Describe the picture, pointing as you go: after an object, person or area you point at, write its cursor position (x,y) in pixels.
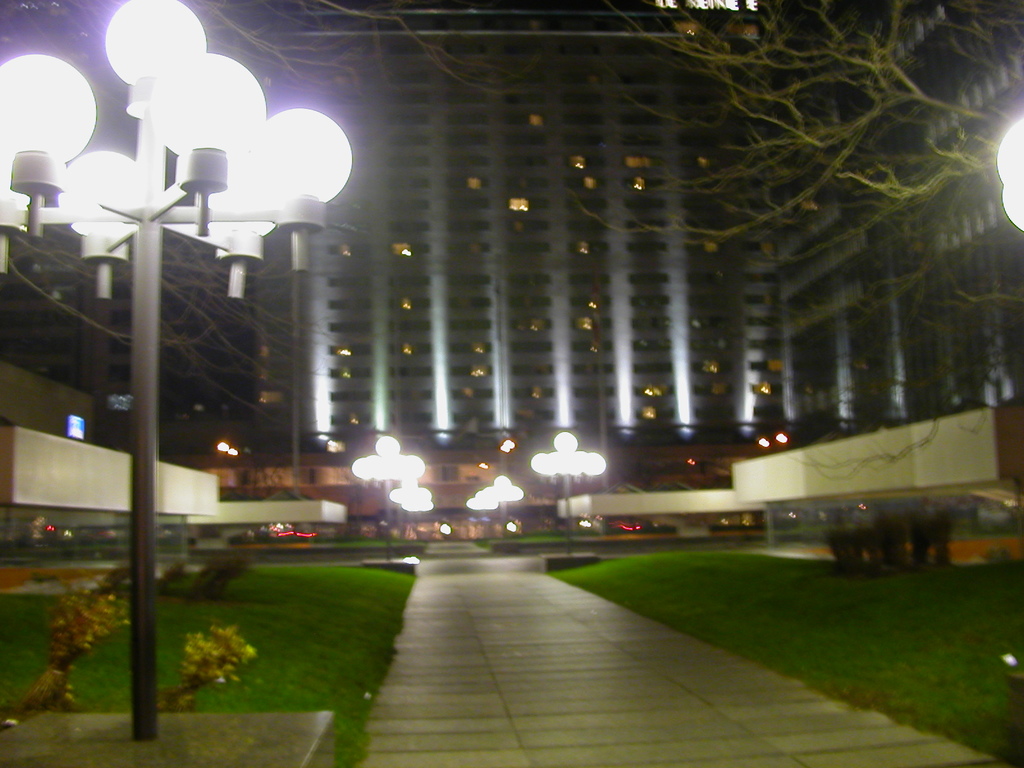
In the left side (46,93) there are white color lights (197,129) and in the middle (402,265) there is a very big building (539,211). In the right side (731,84) there is a green color tree (853,188).
